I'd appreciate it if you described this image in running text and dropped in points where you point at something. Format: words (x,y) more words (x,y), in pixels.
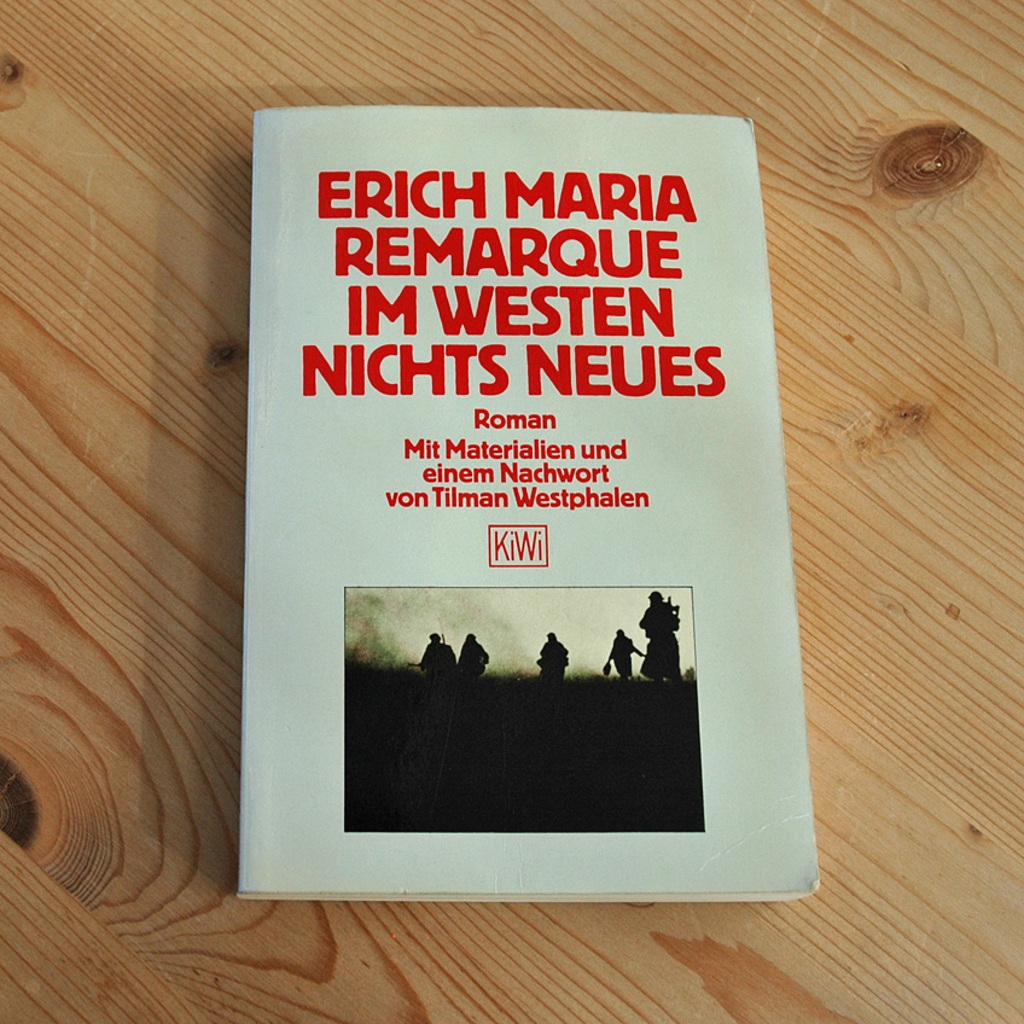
In this image we can see a book (305,431) on a wooden surface (478,959). On the book (543,555) we can see some text (415,317) and image (430,713). In the image (441,724) we can see the persons (476,651) and the sky (490,651).
